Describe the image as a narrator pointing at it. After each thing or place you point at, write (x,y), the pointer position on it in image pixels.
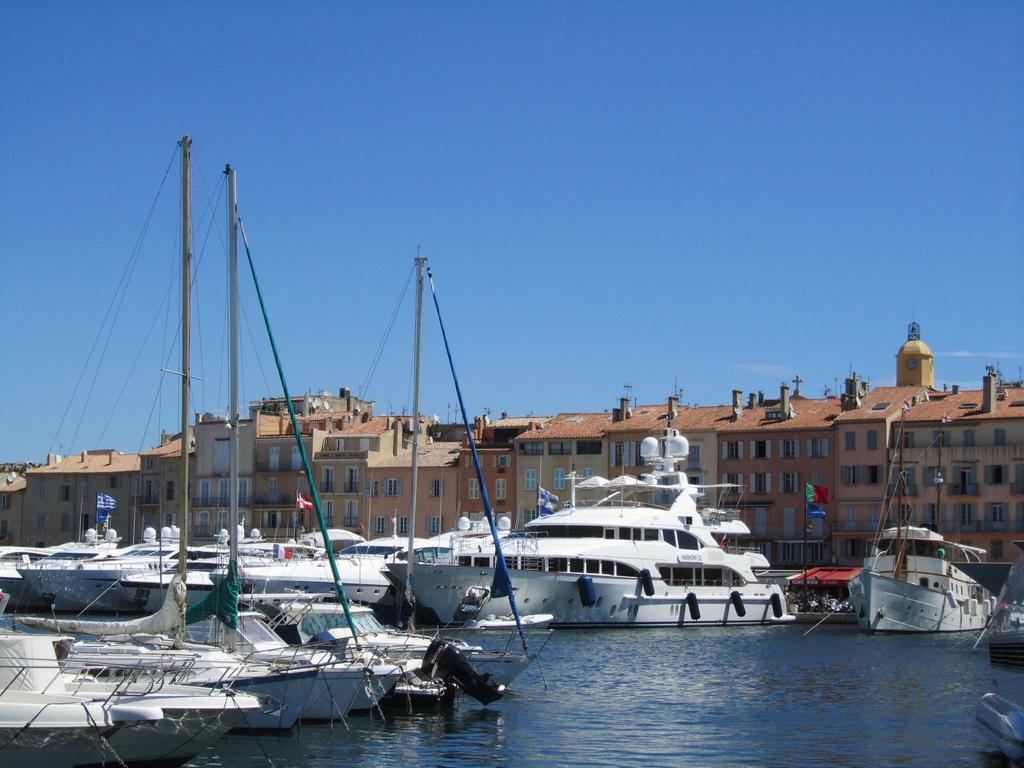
In this image I can see few boats (385,585). They are in white color. Back I can see buildings (423,506), glass windows (584,448) and flags (818,506). I can see water (757,719). The sky (737,208) is in blue and white color.
